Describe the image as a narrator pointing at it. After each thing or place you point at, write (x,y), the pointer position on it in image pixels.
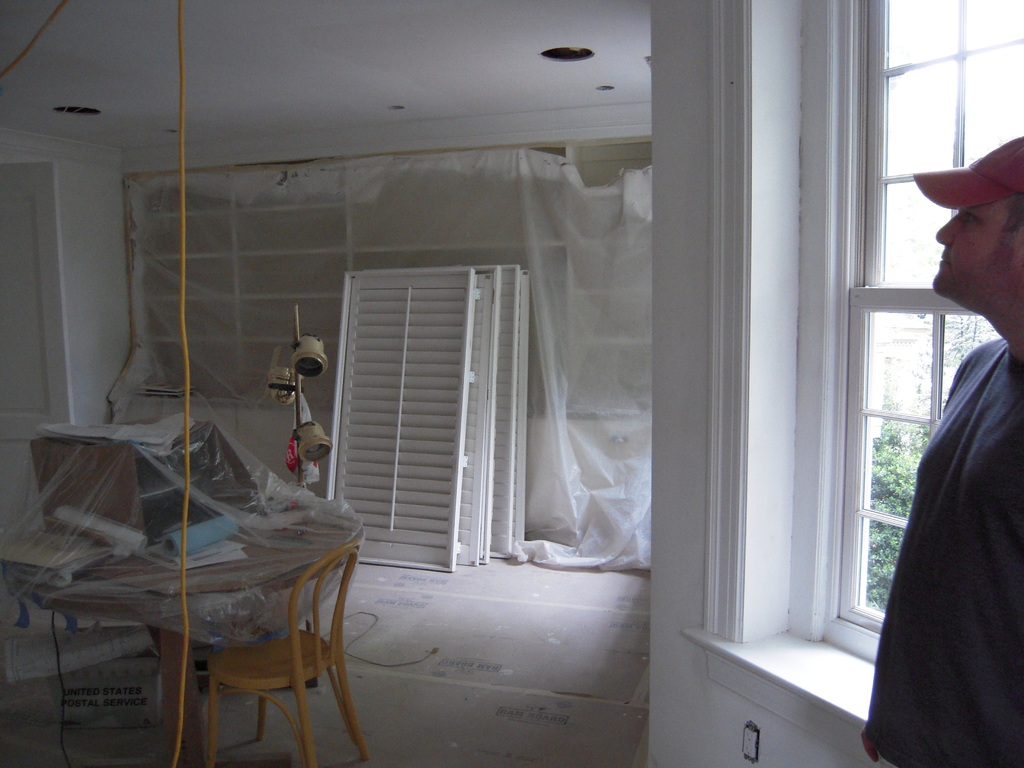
In this image, on the right side (989,618), we can see a man (1004,508) standing and he is wearing a hat (975,186), we can see the window (859,290), there is a floor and we can see a chair (277,654) and table (42,575), there are some objects (123,527) kept on the table (269,536), we can see some window doors (417,426), at the top (410,81) we can see the roof (339,57).
